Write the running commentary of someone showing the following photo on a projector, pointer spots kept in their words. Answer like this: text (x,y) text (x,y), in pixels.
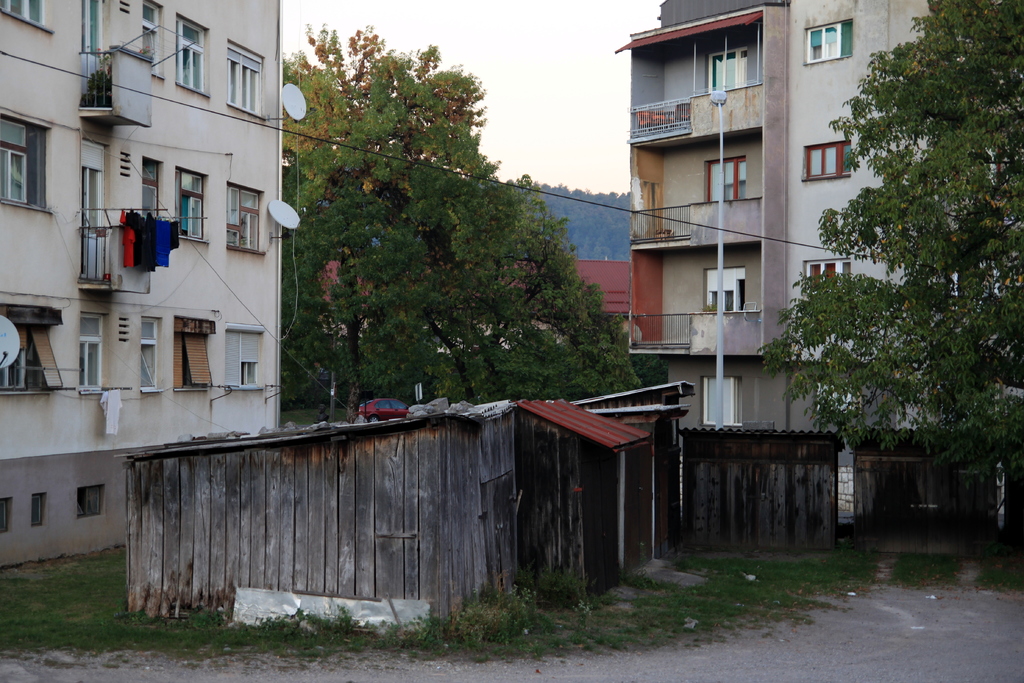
In this image, on the right side (985,63), we can see some trees (977,17) and building (878,267), glass window (822,173). In the middle of the image (360,448), we can see a hut (227,535), street light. On the left side (242,240), we can also see a building (182,354), clothes (141,256), trees (458,275). In the background (577,277), we can also see another building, trees (600,210), car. At the top (492,78), we can see a sky (509,107), at the bottom (741,567), we can see a grass (639,612) and a road (730,630).
